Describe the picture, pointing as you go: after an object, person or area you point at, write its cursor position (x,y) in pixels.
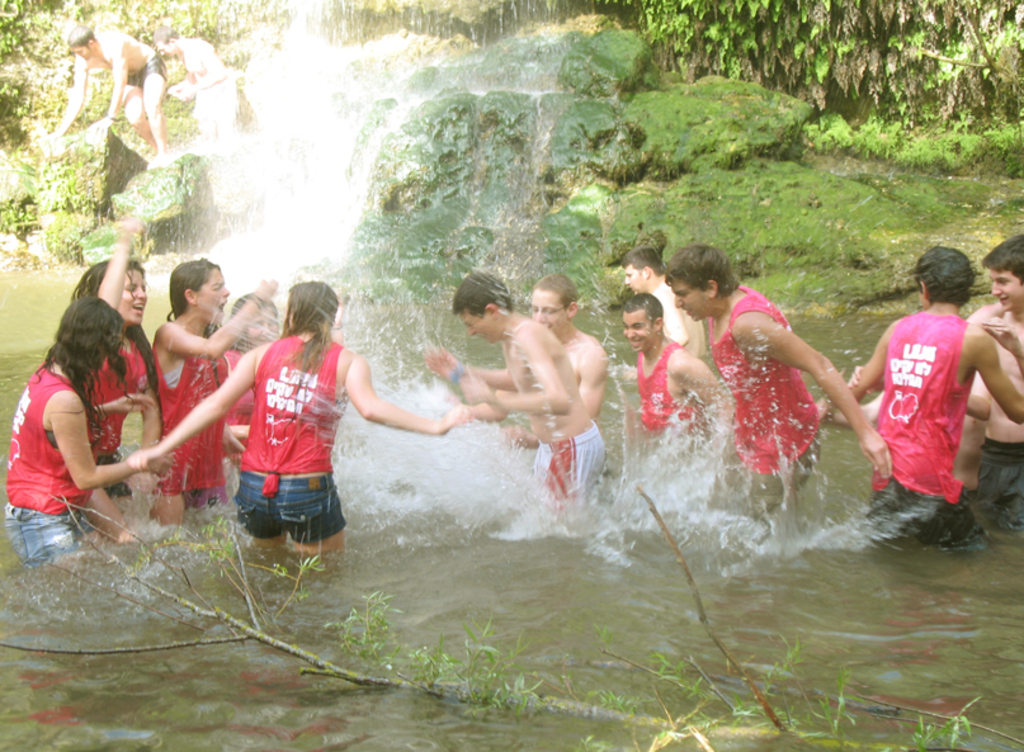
In this image we can see a group of people (115,253) playing in the water (376,339). Here we can see the waterfall (292,75) at the top (292,75). Here we can see the grass (728,115) on the rocks (802,124). Here we can see the branch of a tree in the water (520,625). Here we can see the leaves (705,38) on the top right side (885,2).
